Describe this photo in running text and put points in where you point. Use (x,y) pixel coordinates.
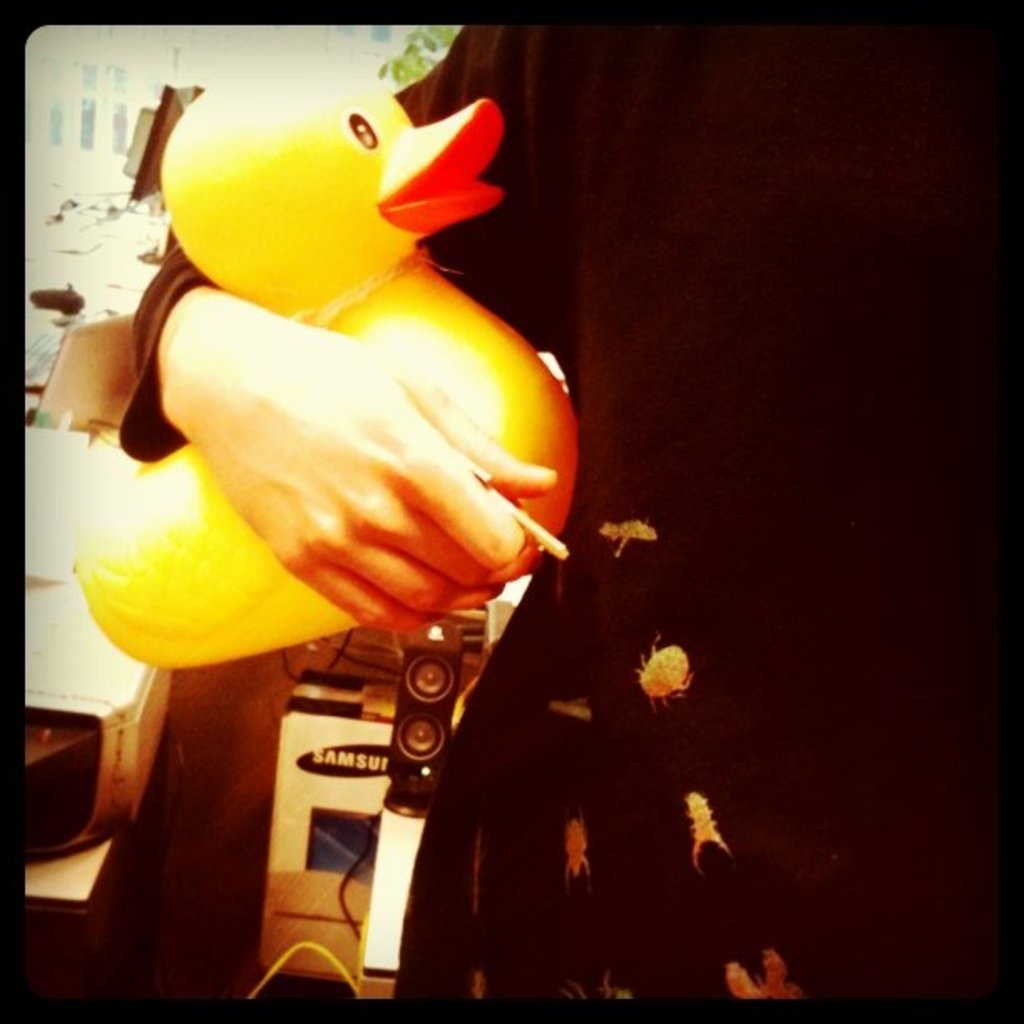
In this picture I can see there is a person (692,839) holding a duck toy (520,436) and the person (418,92) is wearing a black dress (469,94).
